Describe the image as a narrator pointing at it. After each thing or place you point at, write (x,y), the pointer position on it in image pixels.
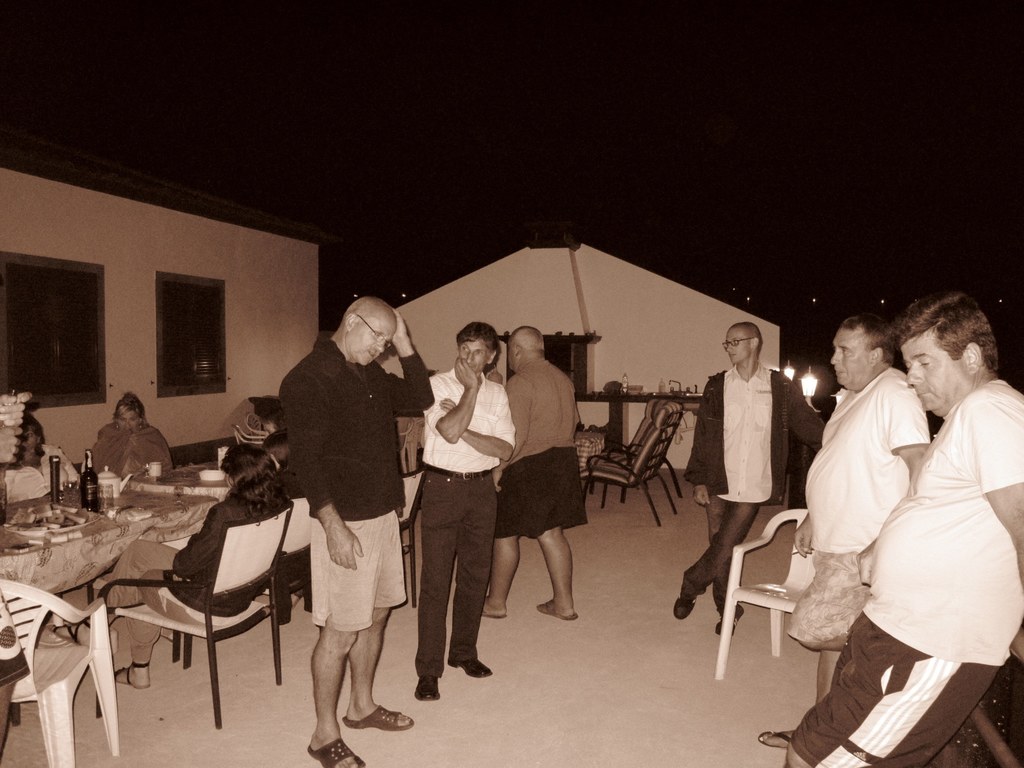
This is a black and white picture. Here we can see some persons (349,482) are standing on the floor (544,684). These are the tables (78,566). On the table (166,496) there are bottles (96,502), jar (98,479), and a bowl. Here we can see some persons (282,403) are sitting on the chairs (57,707). On the background (278,349) there is a wall (266,323) and this is window (174,355). And these are the lights (806,377).
